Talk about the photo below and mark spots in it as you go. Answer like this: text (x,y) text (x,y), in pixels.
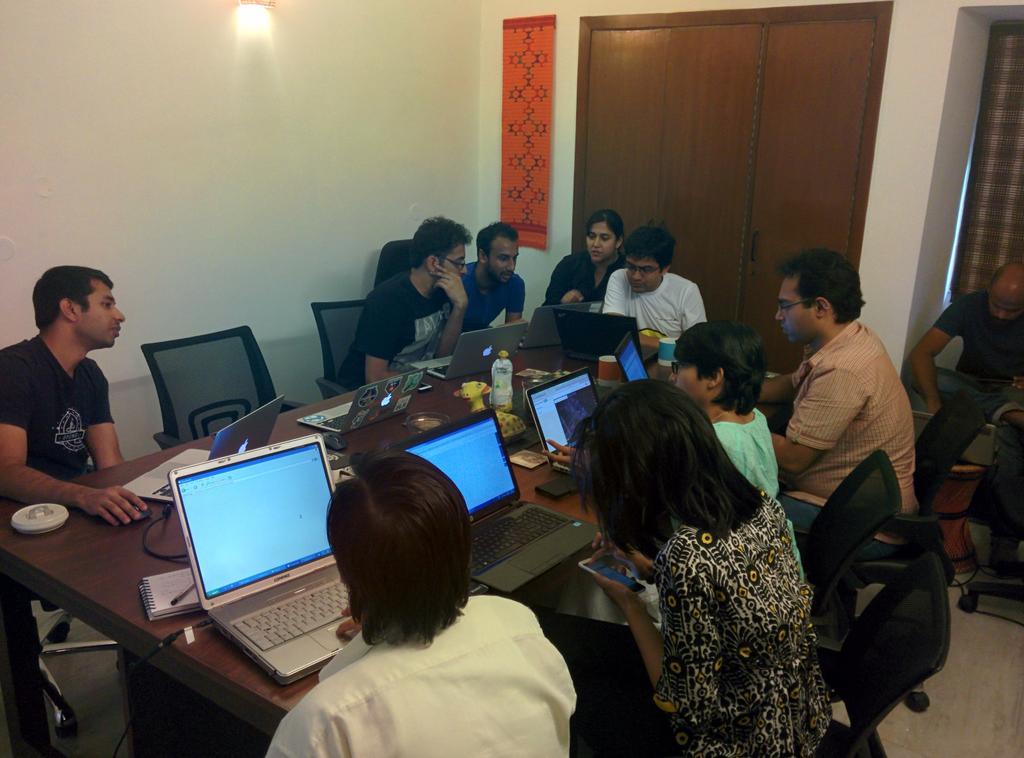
There are group of people (46,373) sitting. This is the table (115,593) with laptops (502,335), toy (479,398), mouse (334,447), book (142,594) and few other objects (530,465) on it. This looks like a wooden door (760,190). I think this is the curtain (984,143) hanging. This looks like a lamp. Here is the wall decorative item (511,126), which is hanging to the wall (561,55).
